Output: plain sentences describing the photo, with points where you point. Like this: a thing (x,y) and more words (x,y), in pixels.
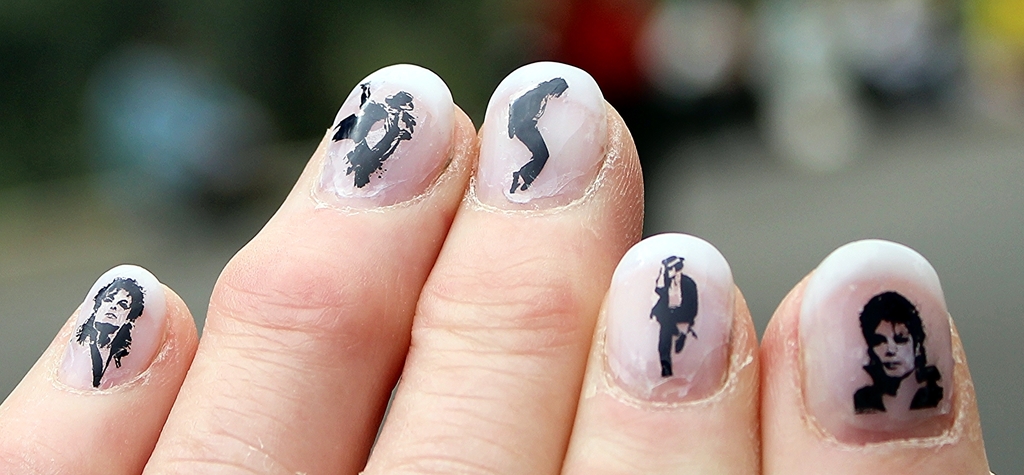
In this picture, we see the fingers (341,380) and the nails (381,80) of the person (580,217). We see the nail art (90,335) in black color. In the background (708,173), it is in green, red and white color. This picture is blurred in the background (835,153).
